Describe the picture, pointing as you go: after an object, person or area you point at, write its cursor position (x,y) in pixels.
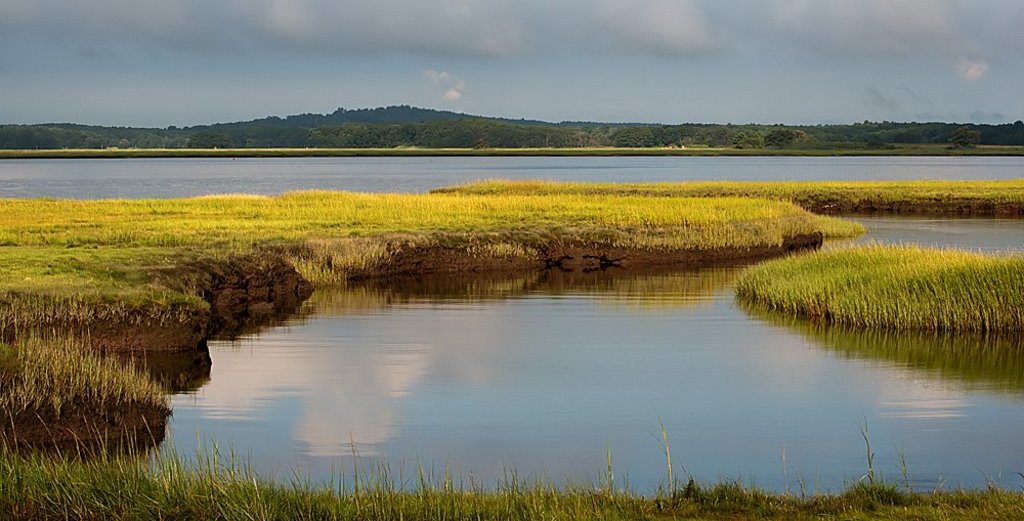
This picture is clicked outside. In the foreground (574,422) we can see a water body (398,407) and we can see the grass (469,187). In the background (325,86) we can see the sky (413,74), hills (397,126), trees (396,141) and some other objects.
